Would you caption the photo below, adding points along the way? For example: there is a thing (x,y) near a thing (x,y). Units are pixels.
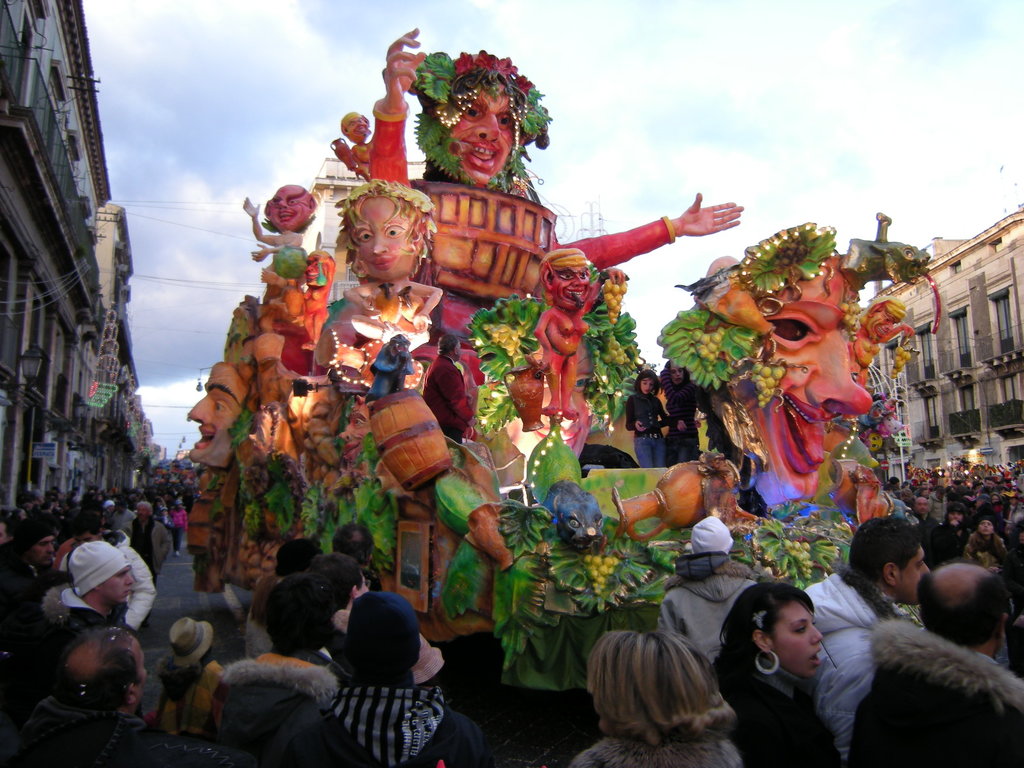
In this image we can see some statues (554,302), people (253,645), buildings (902,386) and we can also see the sky (191,124).
